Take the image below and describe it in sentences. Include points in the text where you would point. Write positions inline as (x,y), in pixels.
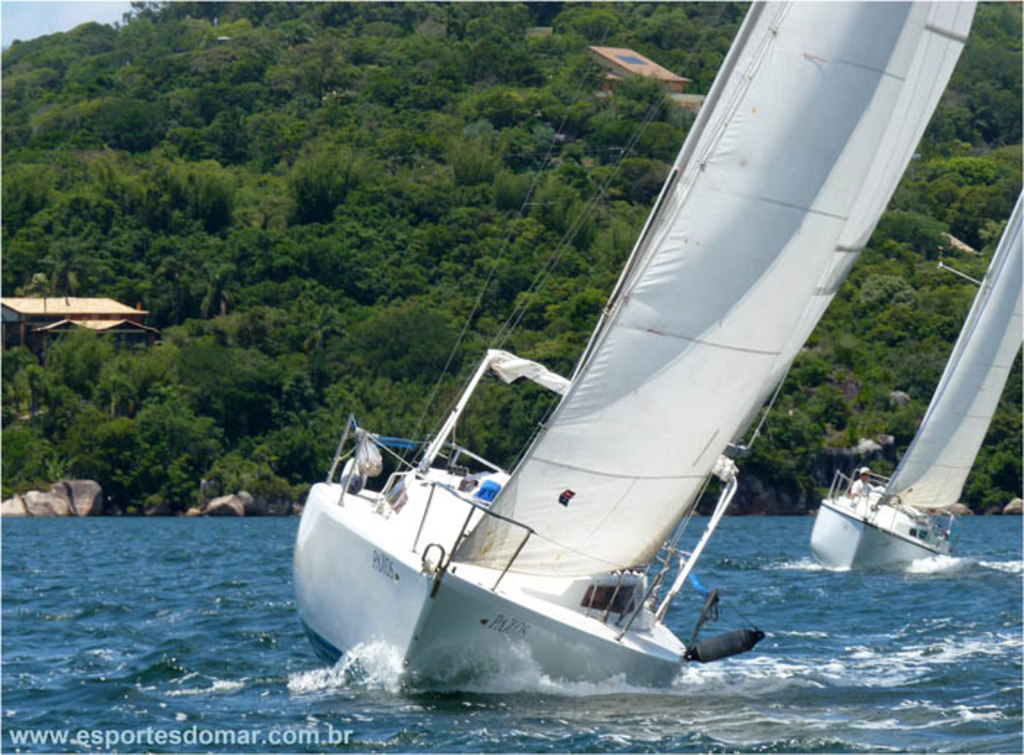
In this picture there are boats (552,671) on the water (504,708) and there is a person (861,484) standing on the boat (859,540). At the back (833,448) there are trees (513,194) and houses (145,340) on the hill (379,189). At the top left (32,22) there is sky (84,13). At the bottom (260,643) there is water (399,664). At the bottom left (180,738) there is a text (247,738).
